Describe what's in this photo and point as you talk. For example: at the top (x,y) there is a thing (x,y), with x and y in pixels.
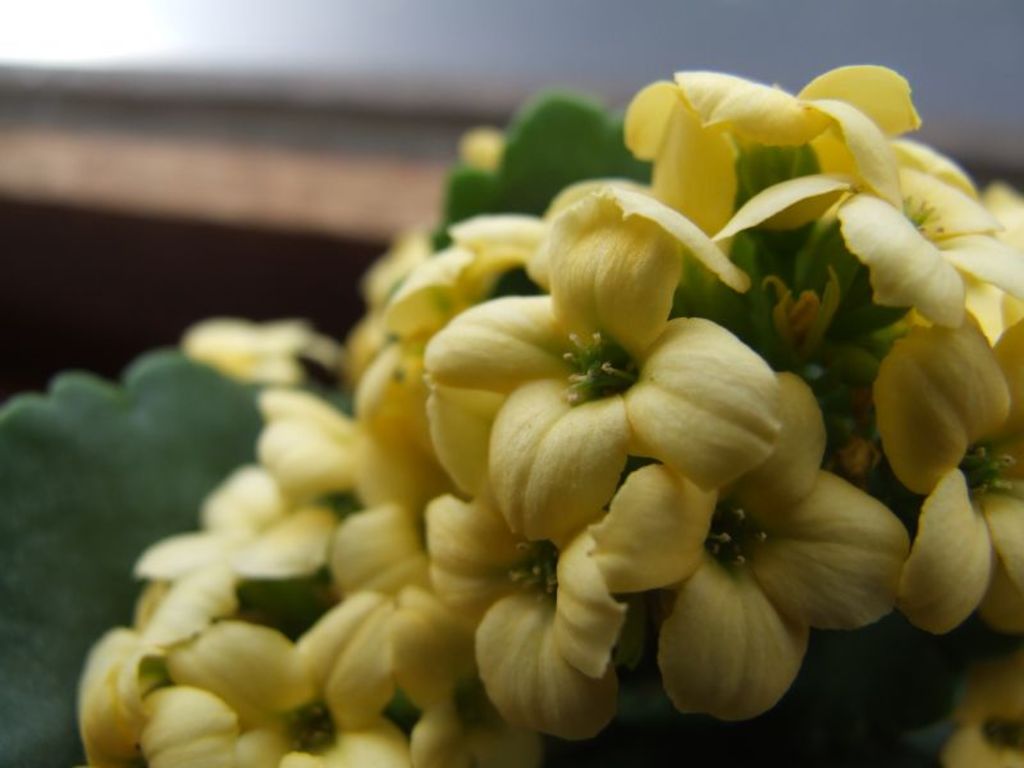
In this image we can see a bunch of flowers (317,467) to a plant (304,484).
